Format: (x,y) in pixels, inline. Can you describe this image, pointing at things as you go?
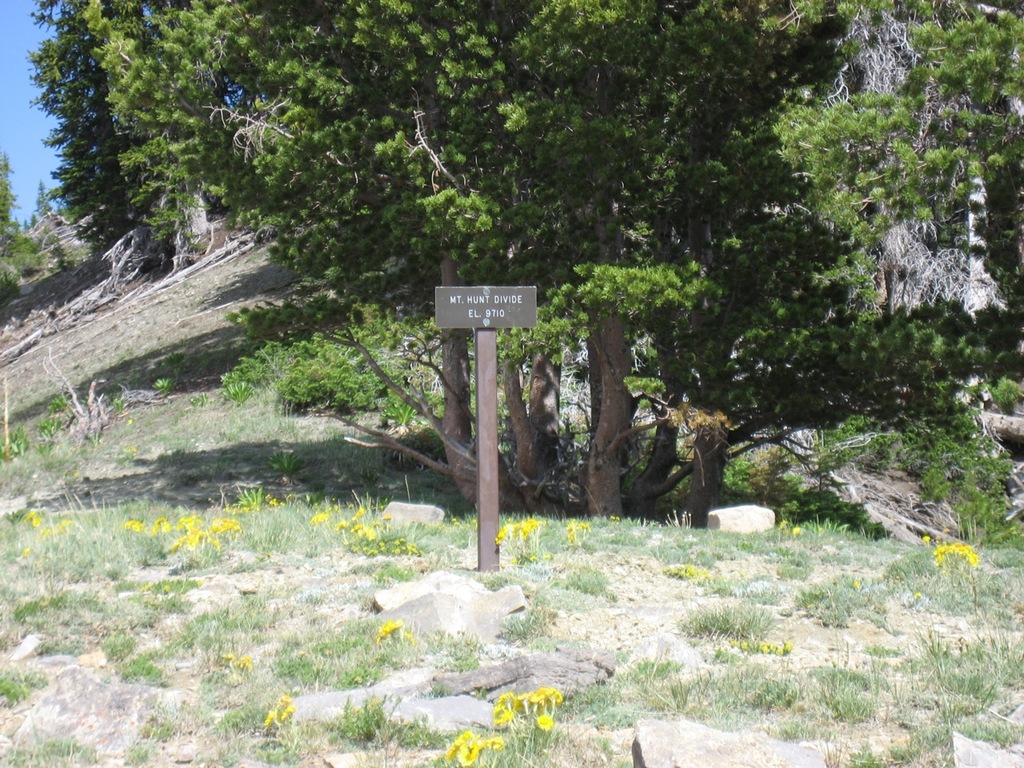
In this image we can see there is a ground (199,348). On the ground (379,481) there is a grass (296,531), Flowers (354,535) and board (492,319) with text (477,302). And there are trees (74,155) and a sky (46,177).
